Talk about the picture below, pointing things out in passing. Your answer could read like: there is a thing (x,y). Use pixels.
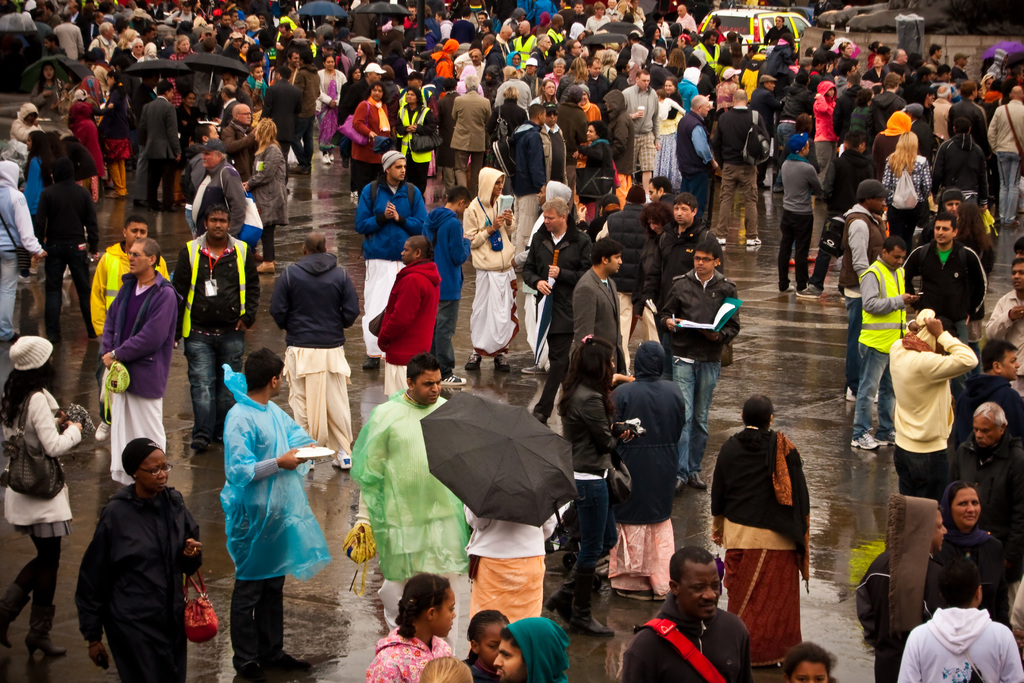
In this image we can see a group of people (976,382) wearing dress (288,92) are standing on the ground (685,529). Some people (506,525) are holding umbrellas (327,13) in their hands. One woman (175,553) is wearing a cap (139,446) and spectacles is carrying a bag (202,607). In the background (764,19), we can see a car (794,24) parked on the road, a statue (905,9) and a trash bin (919,31).
